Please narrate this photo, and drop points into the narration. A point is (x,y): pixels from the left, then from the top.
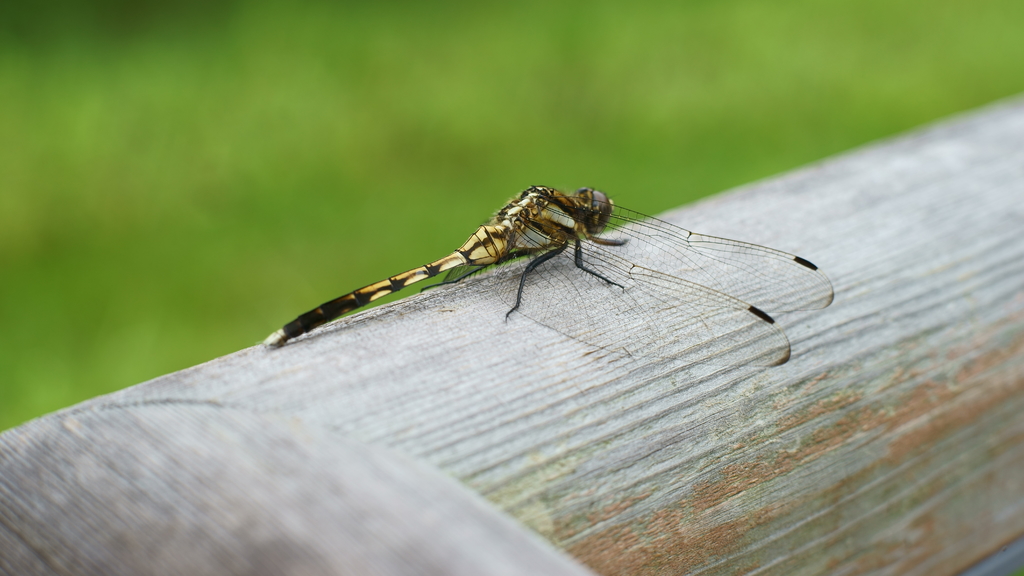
In this picture I can see a dragonfly (608,240) on the wood (602,499).
